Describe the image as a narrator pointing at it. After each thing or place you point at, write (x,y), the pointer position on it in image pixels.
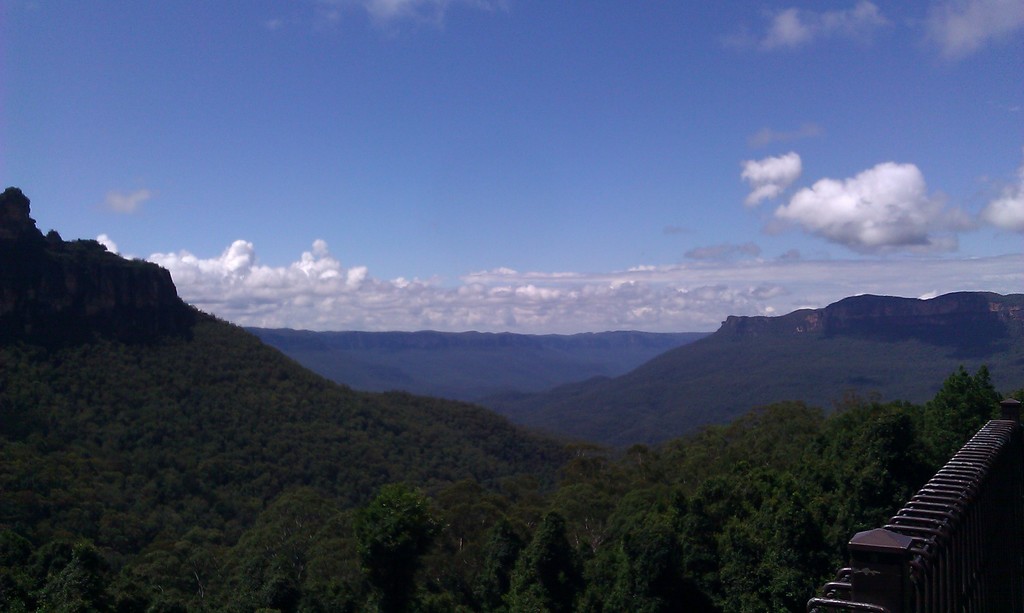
In this image there are mountains (505,391), on the right side of the image (972,455) there is a railing (937,487), at the top of the image (138,202) there are clouds (372,318) in the sky (290,261).
